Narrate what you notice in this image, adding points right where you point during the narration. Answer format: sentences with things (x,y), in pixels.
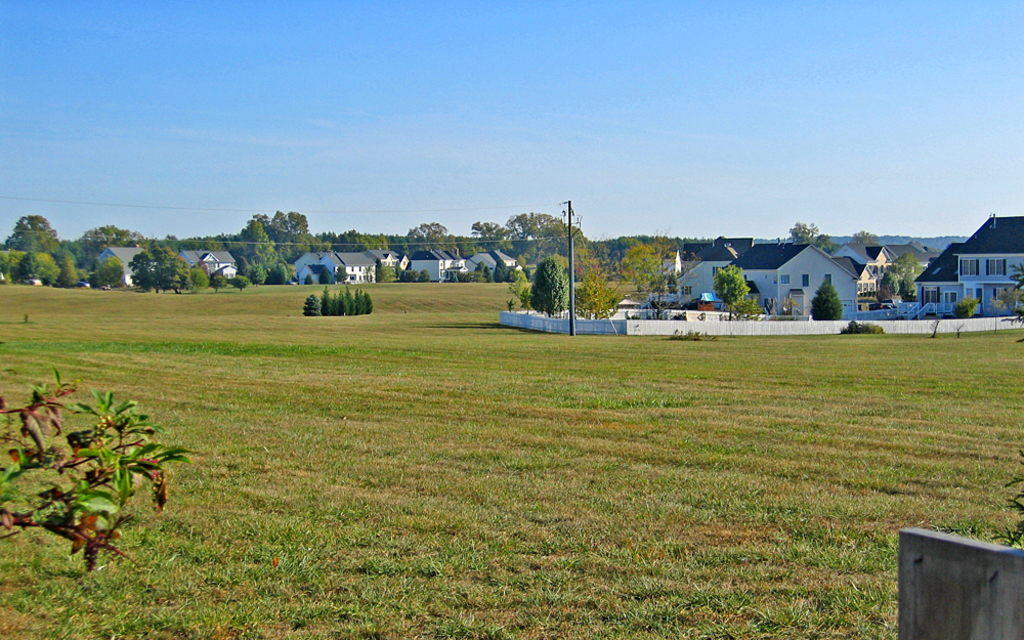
In the picture we can see the grass surface (703,428) on it, we can see some houses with compound wall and inside the wall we can see some plants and in front of it, we can see a pole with wires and far away from it, we can see some trees (62,258), houses (296,267) and in the background (233,255) also we can see full of trees (138,273) and sky (387,124).
